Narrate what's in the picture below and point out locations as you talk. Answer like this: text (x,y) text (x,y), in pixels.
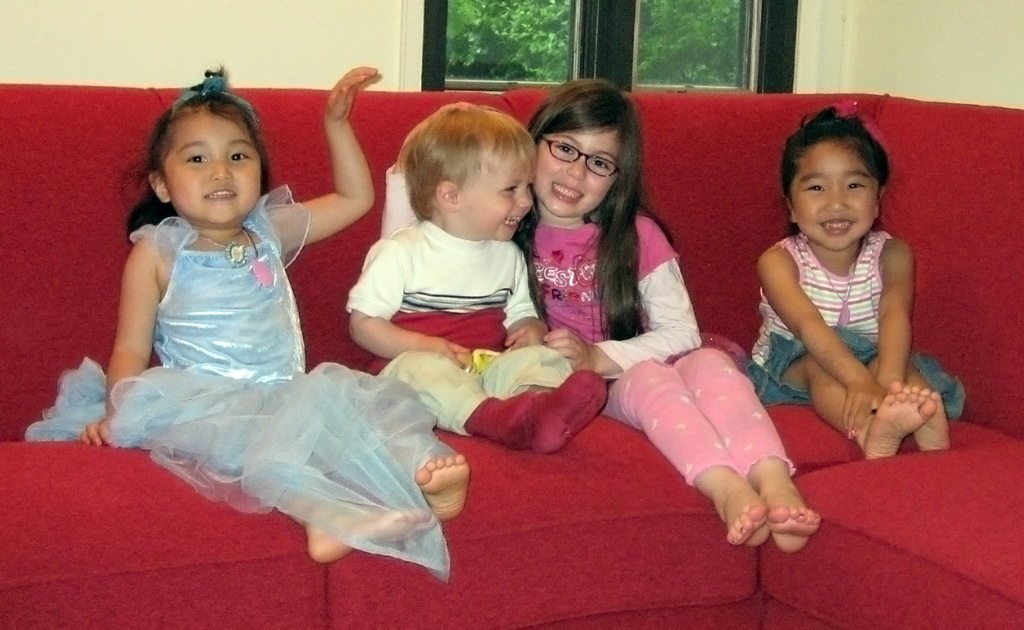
In this image I can see few children (362,315) are sitting on red colored couch (70,184). I can see a cream colored wall (291,28) and a window (539,37) through which I can see few trees (529,40).
